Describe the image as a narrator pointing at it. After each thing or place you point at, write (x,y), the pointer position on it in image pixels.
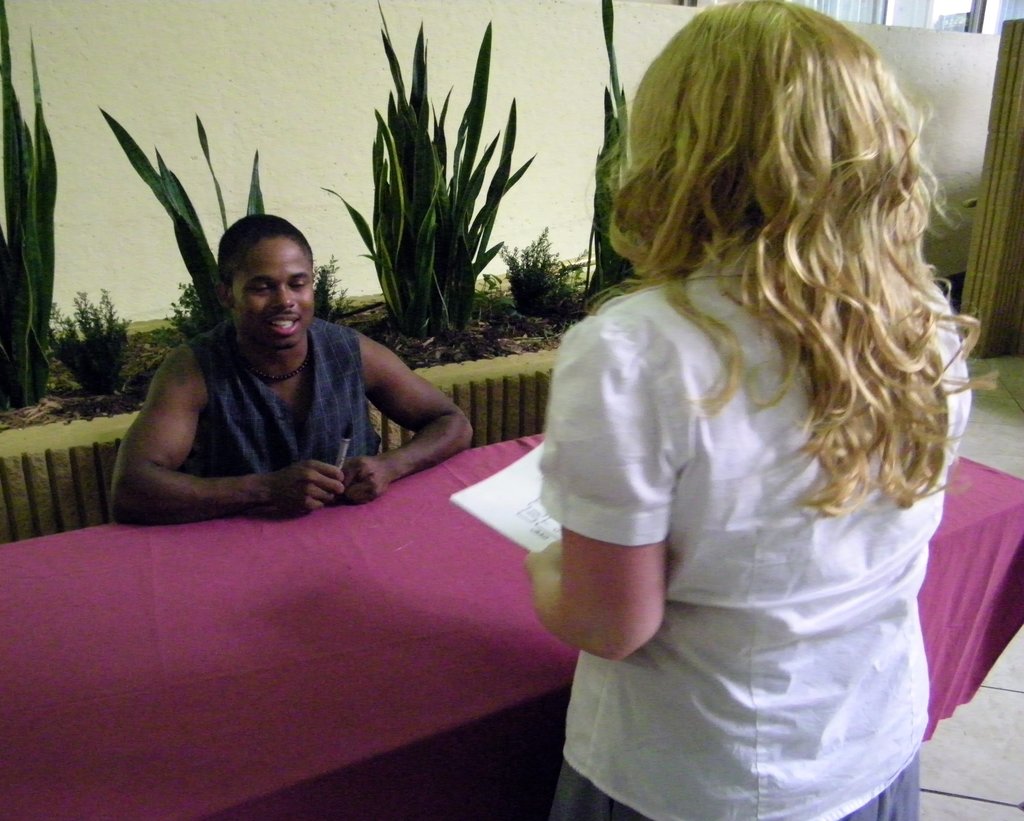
In this picture here we can see 2 people (776,661) 1 is lady (750,517) standing in front of a table (391,579) present. And the other is man (239,408) who is sitting in the opposite side of the table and he is holding a pen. He is saying something to the lady (774,391). In the background (103,376) we can see plants (26,243) present. It seems like a reception (986,95).
